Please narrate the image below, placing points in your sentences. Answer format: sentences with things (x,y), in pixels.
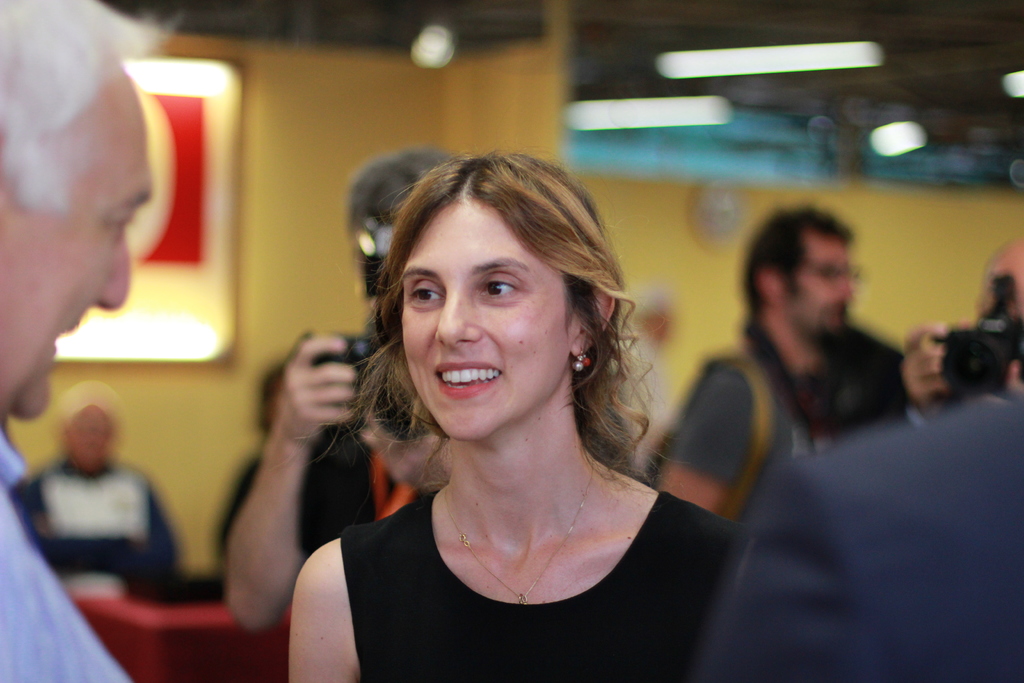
In this image I can see there is a woman (612,517) in the middle (566,441), she's smiling, she's wearing a black color top (383,558). On the left side (23,242) there is a person (15,88) looking at her, on the right side (948,356) there is a man (1011,361) holding the camera (970,346) in his hands (933,355). At the top (815,50) there are lights (842,61).
